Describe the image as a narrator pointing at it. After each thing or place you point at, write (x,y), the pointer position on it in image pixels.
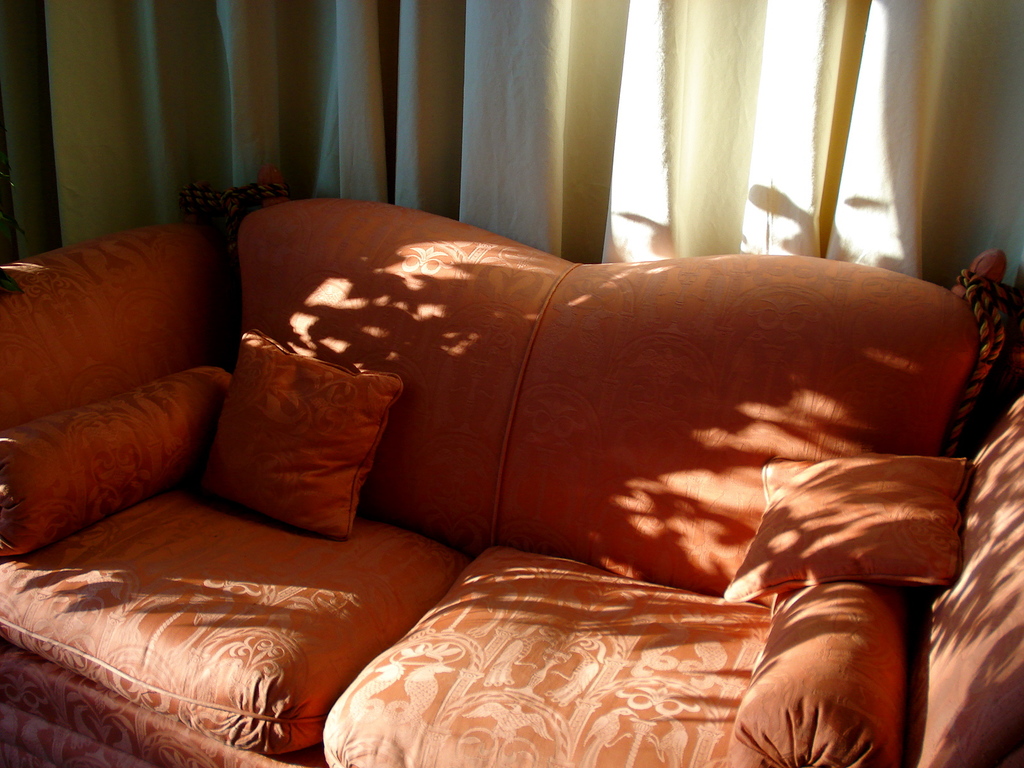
This image is taken inside the room (190,223). In this there is a sofa (514,341) which is in orange color with pillows (840,571) on it. In the background (305,104) there is a curtain (592,181).
